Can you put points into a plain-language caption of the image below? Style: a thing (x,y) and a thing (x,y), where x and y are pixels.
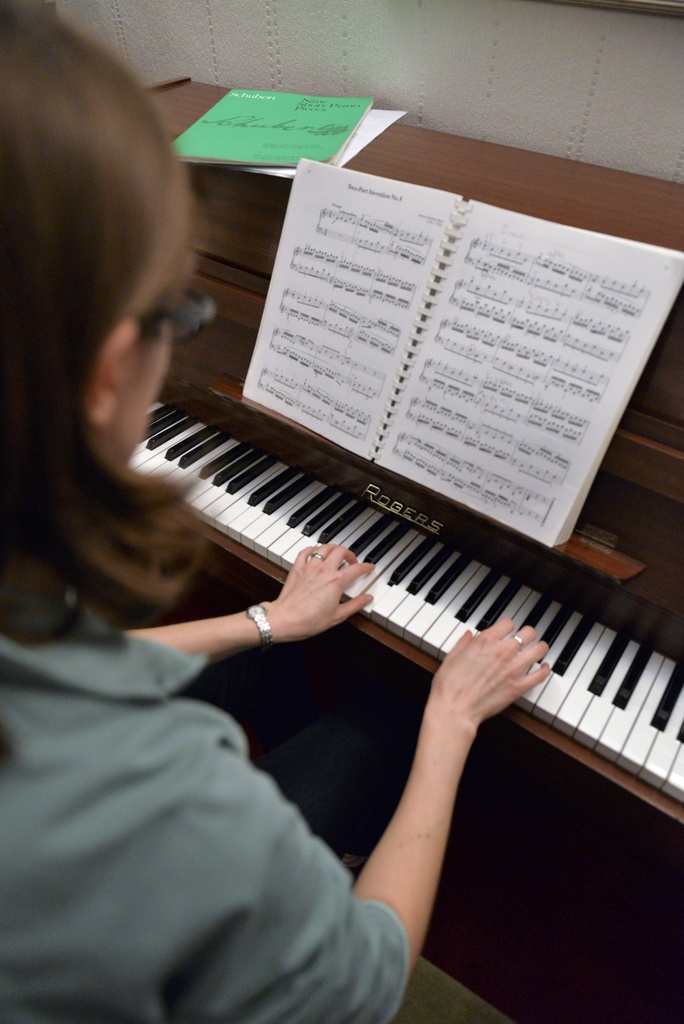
This image consists of a woman (250,863) and a keyboard (436,527). She is playing the keyboard (463,575). There is also a book (438,256) placed on the keyboard (394,135).
